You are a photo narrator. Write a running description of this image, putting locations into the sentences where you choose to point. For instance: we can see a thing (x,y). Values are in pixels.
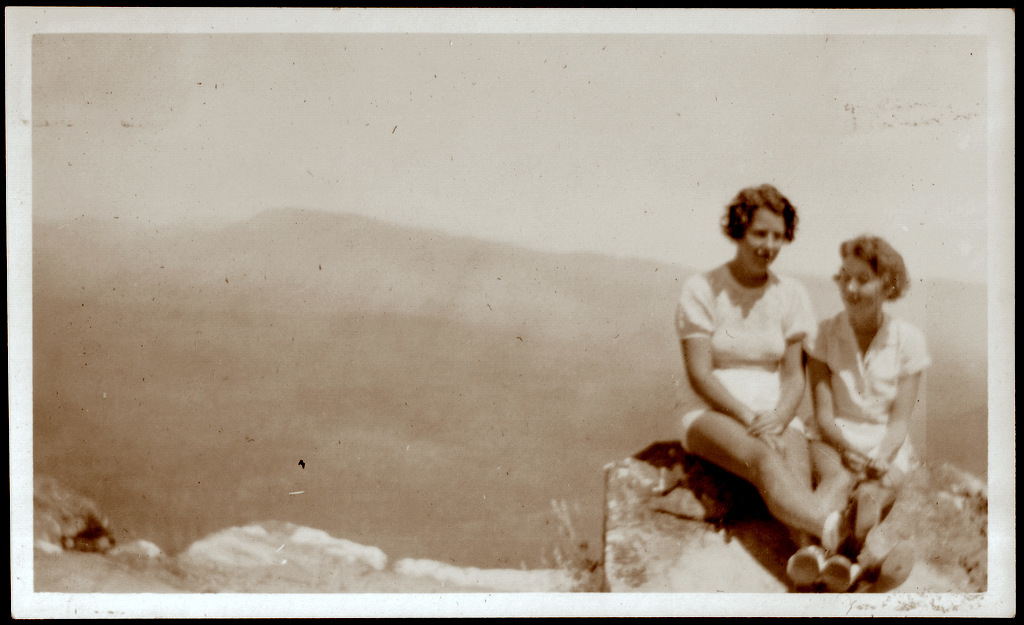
It is an edited image, there are two people (729,342) sitting on a rock (730,494).
